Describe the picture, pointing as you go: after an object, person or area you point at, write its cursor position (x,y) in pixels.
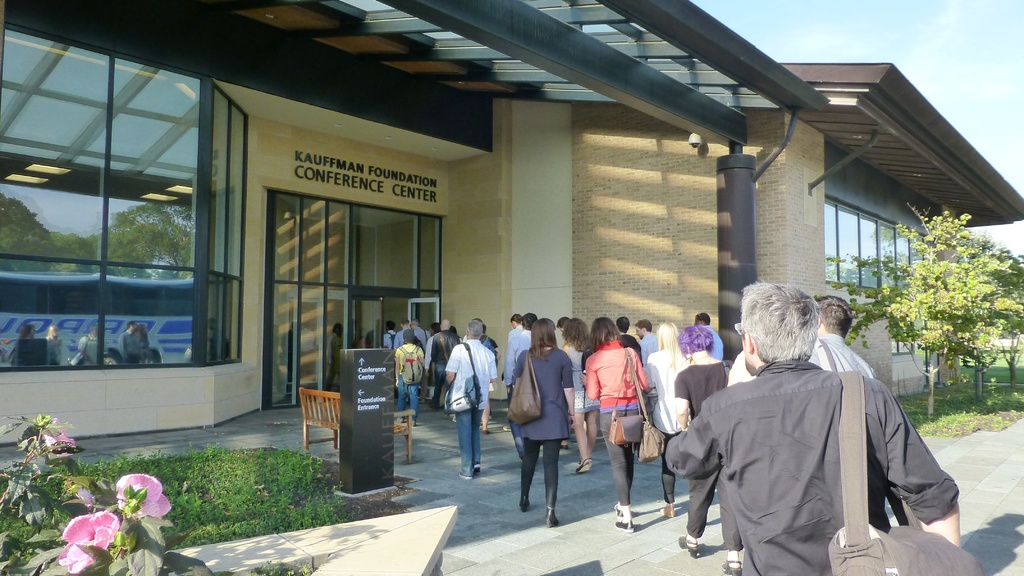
In this image people (633,404) are walking into a conference hall (425,283), in front of the conference hall (201,303) there are trees (956,337) and plants (229,451).
